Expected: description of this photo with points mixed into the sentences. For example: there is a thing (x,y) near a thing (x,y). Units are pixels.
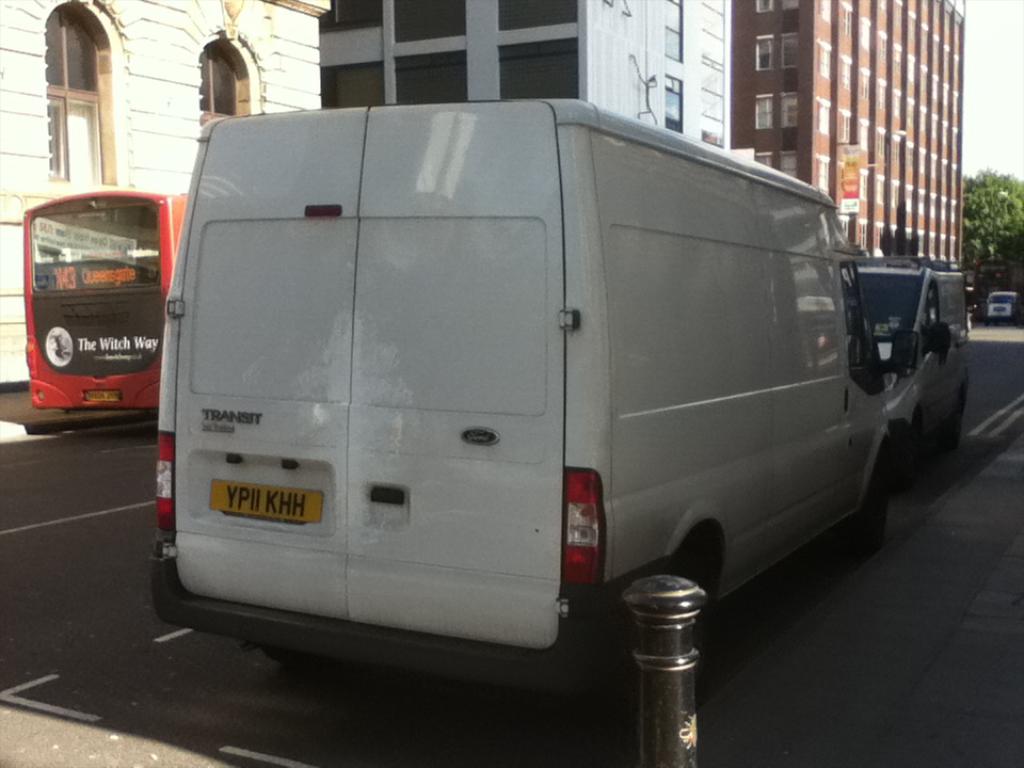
This is an outside view, in this image in the center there are some buildings (380,78) and in the foreground (594,290) there are some vehicles (507,371) on the road (14,460) and there is one pole (654,654). On the right side (999,202) there are some trees (985,236) and vehicles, and also i can see some poles (902,175). At the bottom (76,561) there is road (789,590).
